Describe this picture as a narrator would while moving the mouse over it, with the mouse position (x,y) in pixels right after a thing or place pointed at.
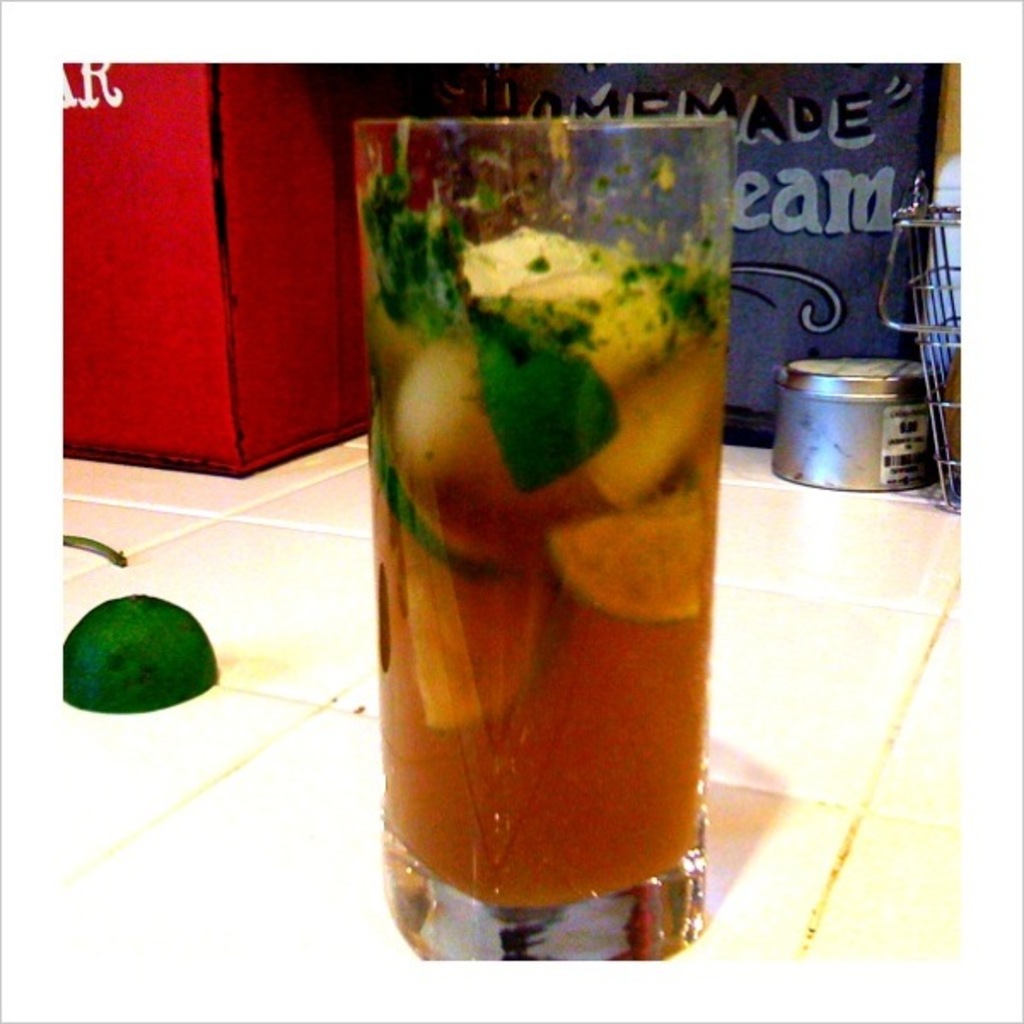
In the picture we can see the glass (475,598) on the tile counter (231,841) with juice (445,846) and some lime slices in it and beside it, we can see a half of the lime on the counter (347,745) and behind it, we can see the red color box (185,99) and beside it we can see another box (808,417) and a part of the basket (934,415).
